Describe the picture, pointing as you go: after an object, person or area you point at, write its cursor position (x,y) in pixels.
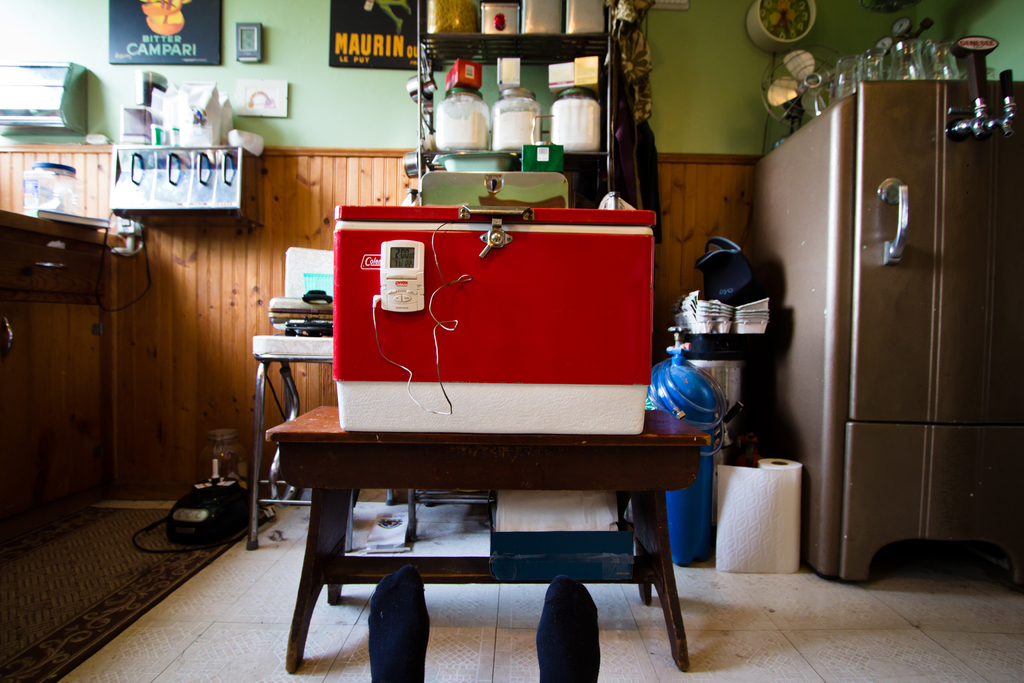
In the center of the image (501,399), we can see a box (450,409) on the table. On the right (878,175), there is a fridge (875,115) and we can see a table fan (804,76) and some jars (919,54) on it. There are some buckets (728,340) and a cylinder (681,381) and a paper roll (753,469) are present and we can see jars (501,106) and containers (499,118) in the rack (488,57) and frames (197,25) and clock (765,34) are on the wall (697,122) and there is a stand (300,352) and some objects (301,306) are placed on it and we can see a maker machine (229,501) and there are some cupboards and cans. At the bottom (391,665), there are legs (551,613) and we can see a floor (851,633).
